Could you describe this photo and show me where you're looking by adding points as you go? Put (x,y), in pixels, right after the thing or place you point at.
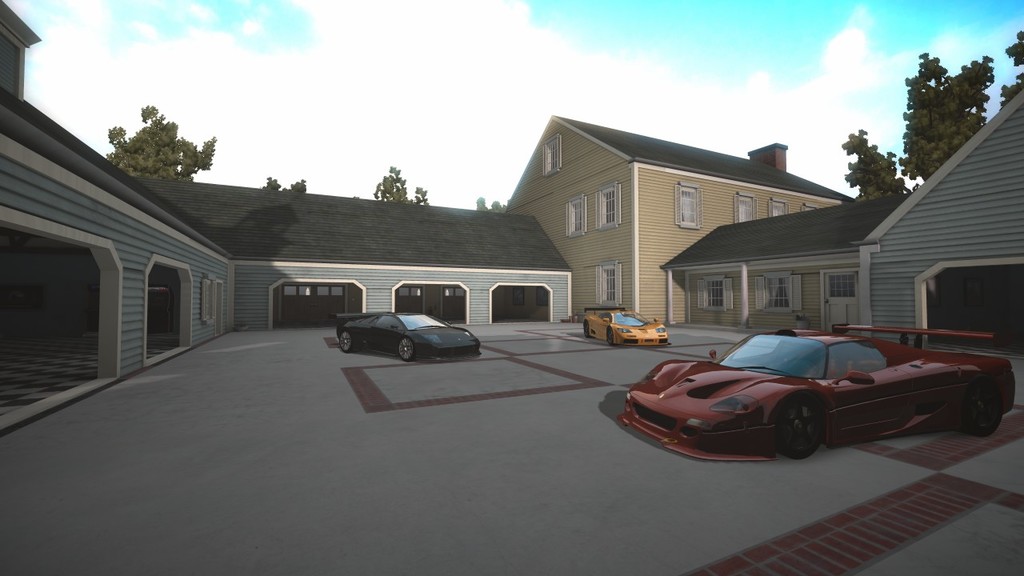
In this image we can see the animated picture of some buildings (682,250), shed (882,266), cars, windows (599,224), trees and the sky (718,59).
